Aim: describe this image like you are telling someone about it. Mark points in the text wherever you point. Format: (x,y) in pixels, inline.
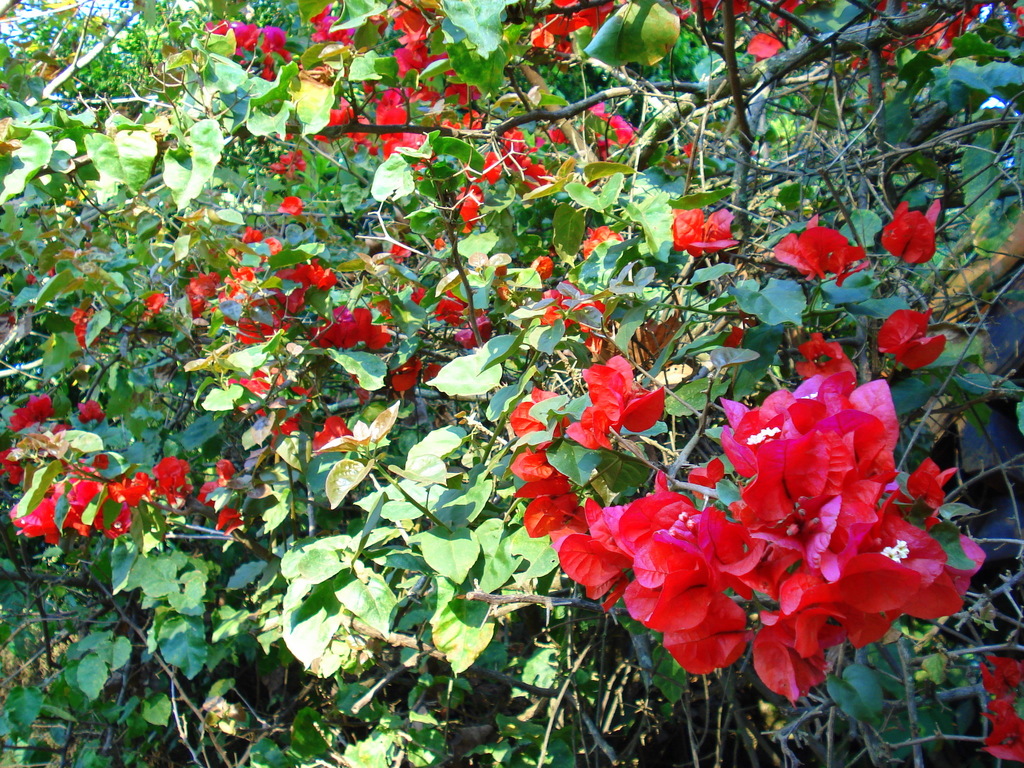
This image is taken outdoors. In this image there are a few plants (484,619) with green leaves (393,580), stems (443,522) and a few red colored flowers (704,629).
